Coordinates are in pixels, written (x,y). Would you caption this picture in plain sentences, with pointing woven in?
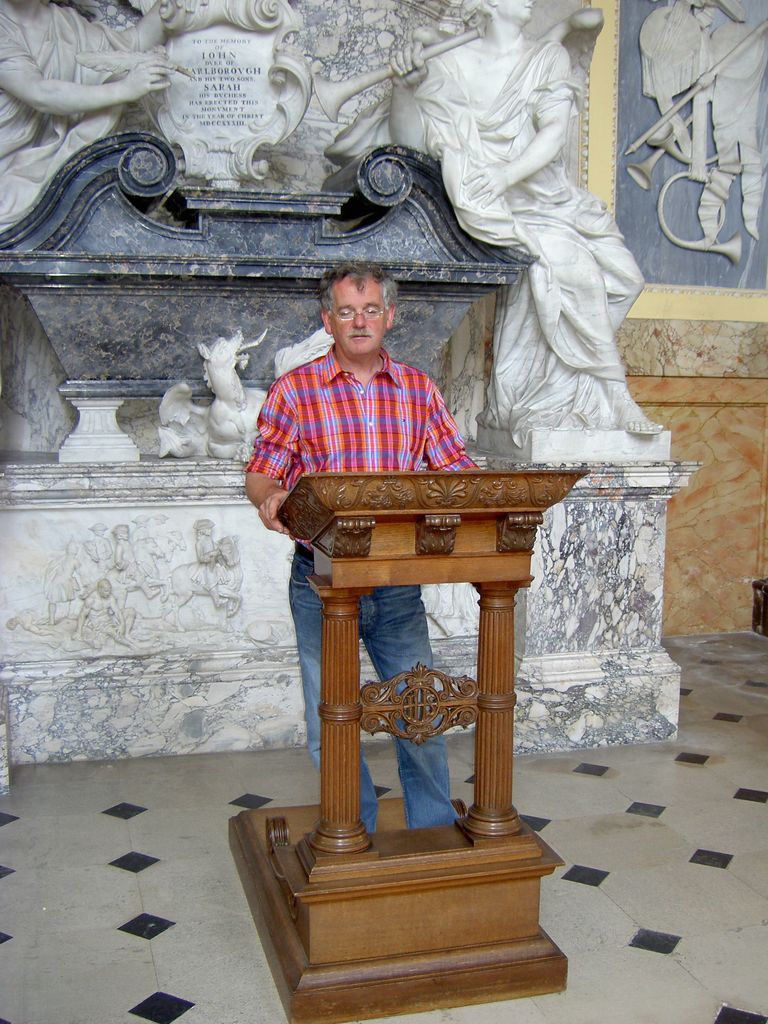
In the image there is a man (351,436) standing in front of some object (392,578) and behind him there are beautiful sculptures (399,66) and in between the sculptures (141,41), some information (209,62) related to them is mentioned.
